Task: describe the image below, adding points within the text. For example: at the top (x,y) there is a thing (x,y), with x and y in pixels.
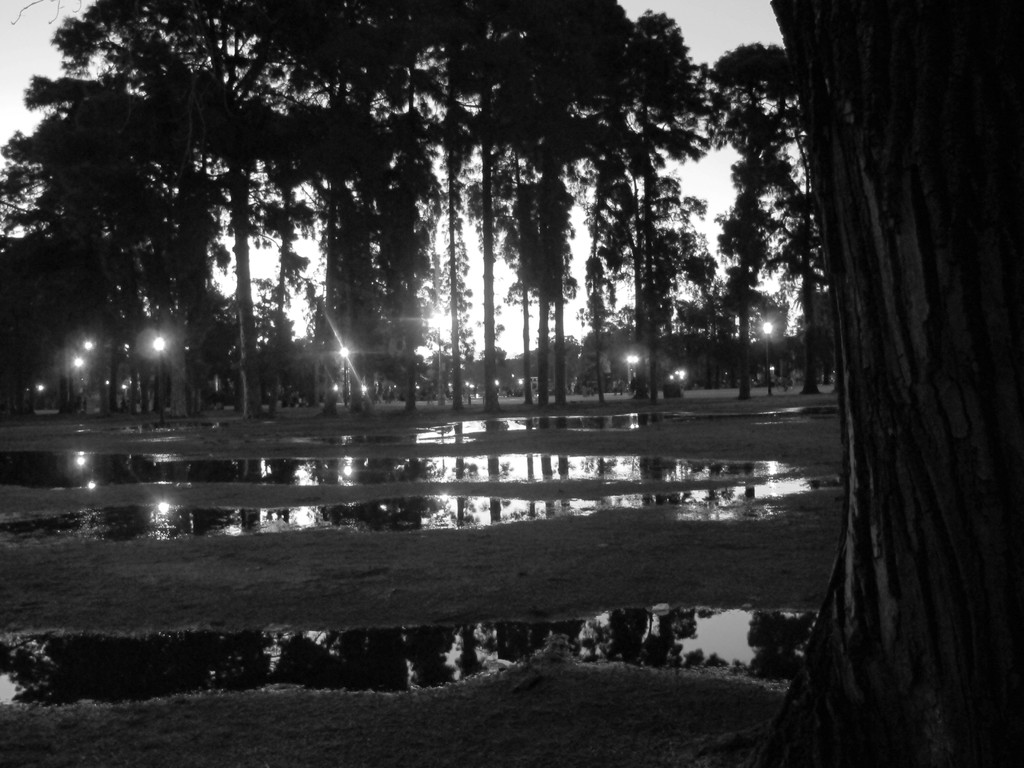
In this image I can see there is water (361,521) in the middle (439,499), there are trees (596,293) and lights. At the top (729,14) it is the sky (724,29), this image is in black and white color.
